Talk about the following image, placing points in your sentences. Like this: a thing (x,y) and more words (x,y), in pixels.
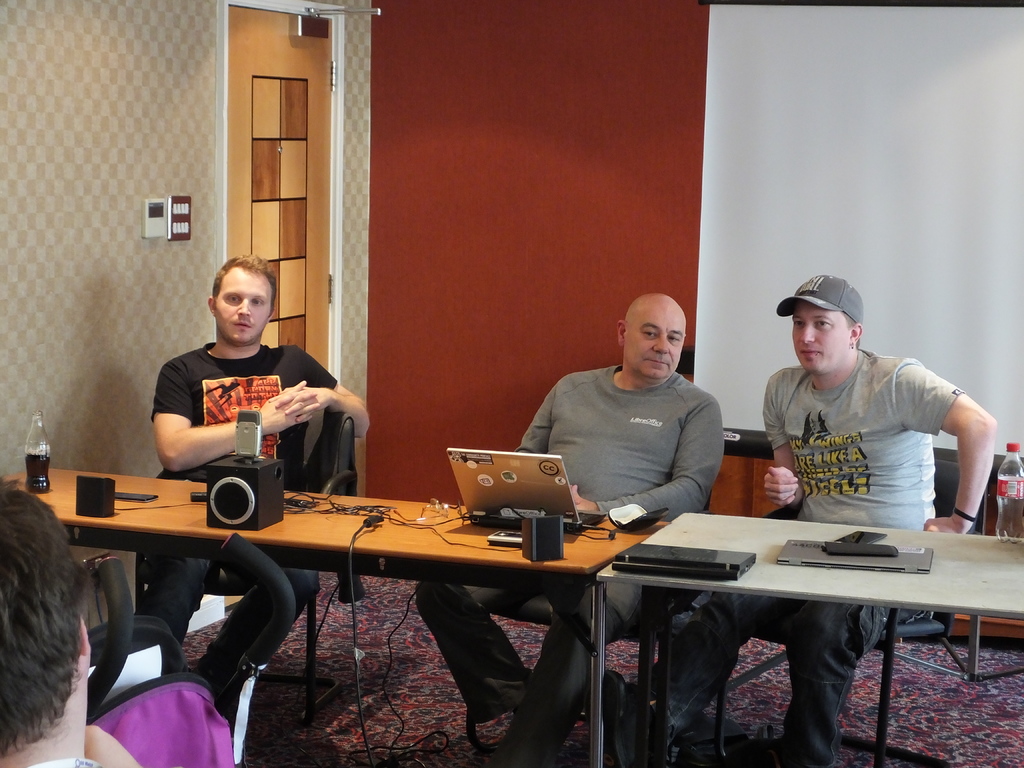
In this image, we can see few peoples (26,647). In the middle (561,490), there are few tables (872,586), few items (90,500) are placed on it. And back side, we can see wall (135,237) and door (291,180). And right side person (841,326) is wear cap (825,302) on his head (799,343).
